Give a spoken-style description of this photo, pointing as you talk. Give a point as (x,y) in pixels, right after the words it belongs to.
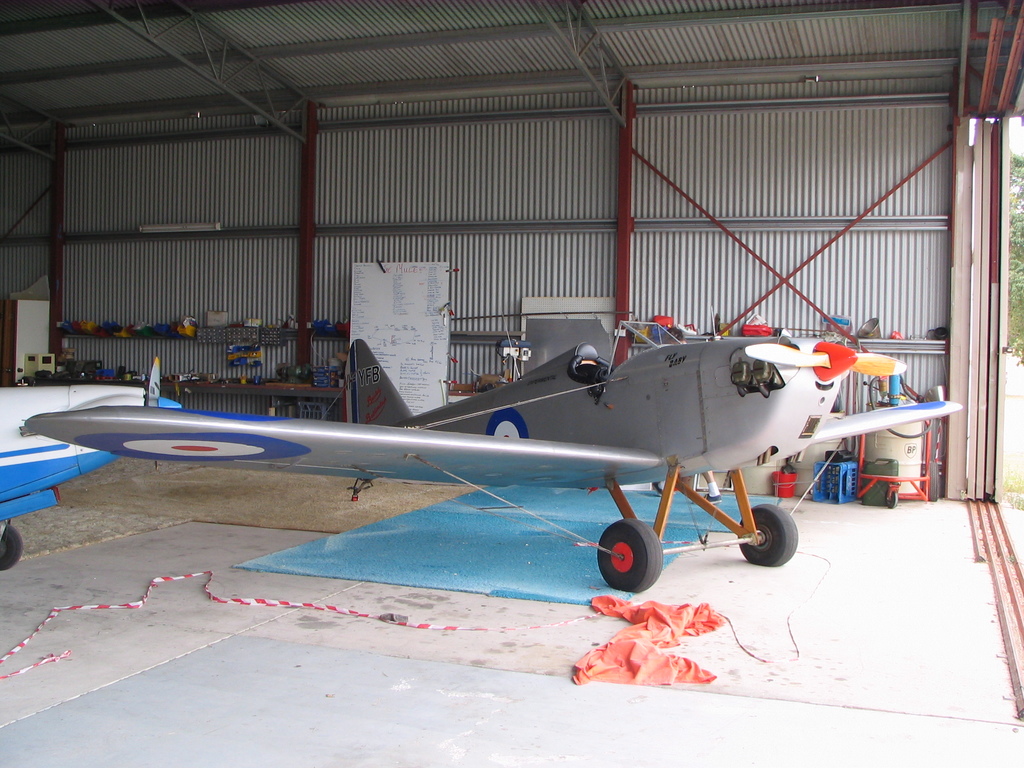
This is a metal shed (162,107) with a metal rooftop (346,58) and I can see a tube light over here and there are some shelves (181,325) with so many objects (276,345) and here is a board (353,332) and I can see two Airplane models (174,419) and two carpets (381,534) are lying on the floor (159,541) I can see a tag (234,603) over here and an orange colored cloth (662,617) over here.
